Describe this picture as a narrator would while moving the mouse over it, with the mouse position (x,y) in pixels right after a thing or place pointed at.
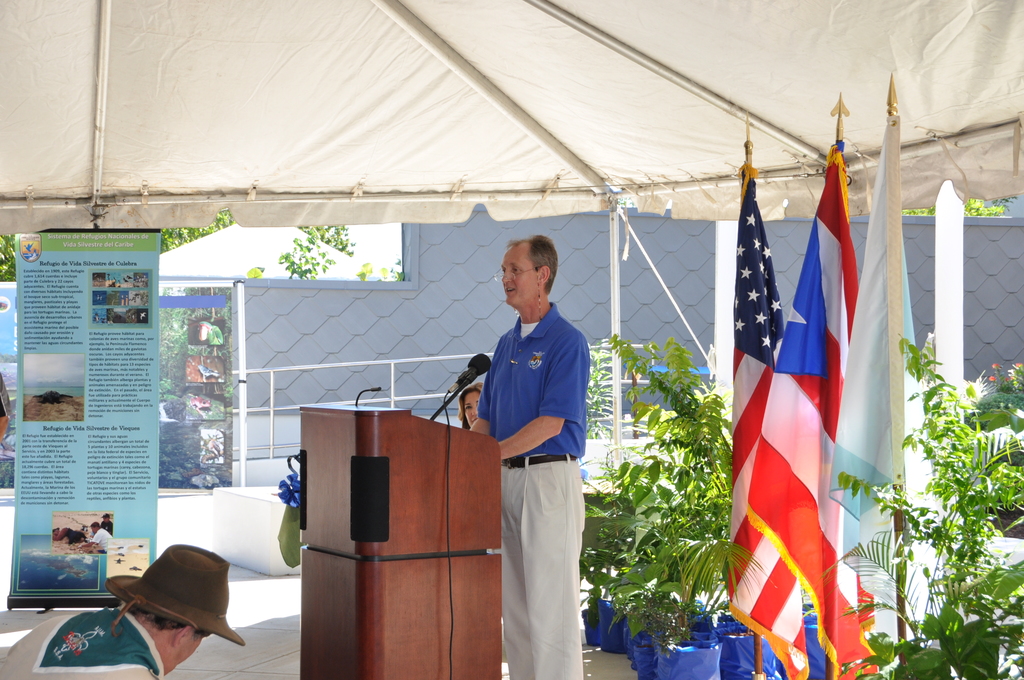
A person (547,457) is standing wearing a blue t shirt (549,395) and trousers (570,536) and there is another person (467,386). There is a microphone (477,359) and its table (481,619) in front of him. A person (146,665) is present on the left (150,607) wearing a hat (139,580). There are banners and plants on the right (696,481). There is a tent (746,53) and fence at the back (357,365).
